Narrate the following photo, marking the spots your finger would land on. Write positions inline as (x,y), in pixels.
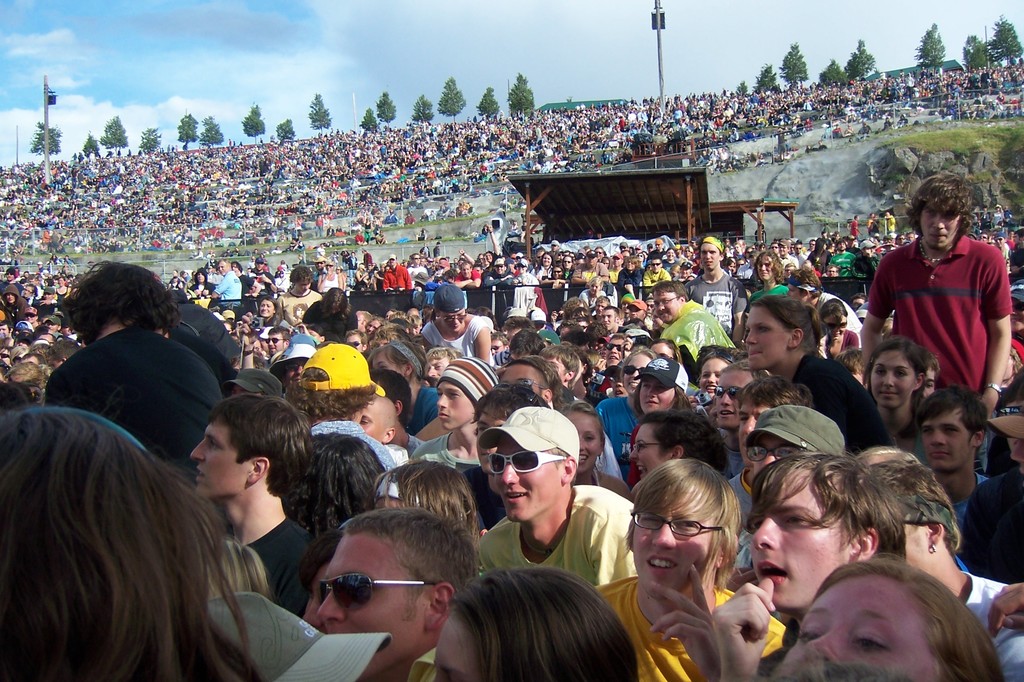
This is the picture of a place (525,281) where we have people (420,252) and around there are some trees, poles (47,91) and some other things (404,243) around.
